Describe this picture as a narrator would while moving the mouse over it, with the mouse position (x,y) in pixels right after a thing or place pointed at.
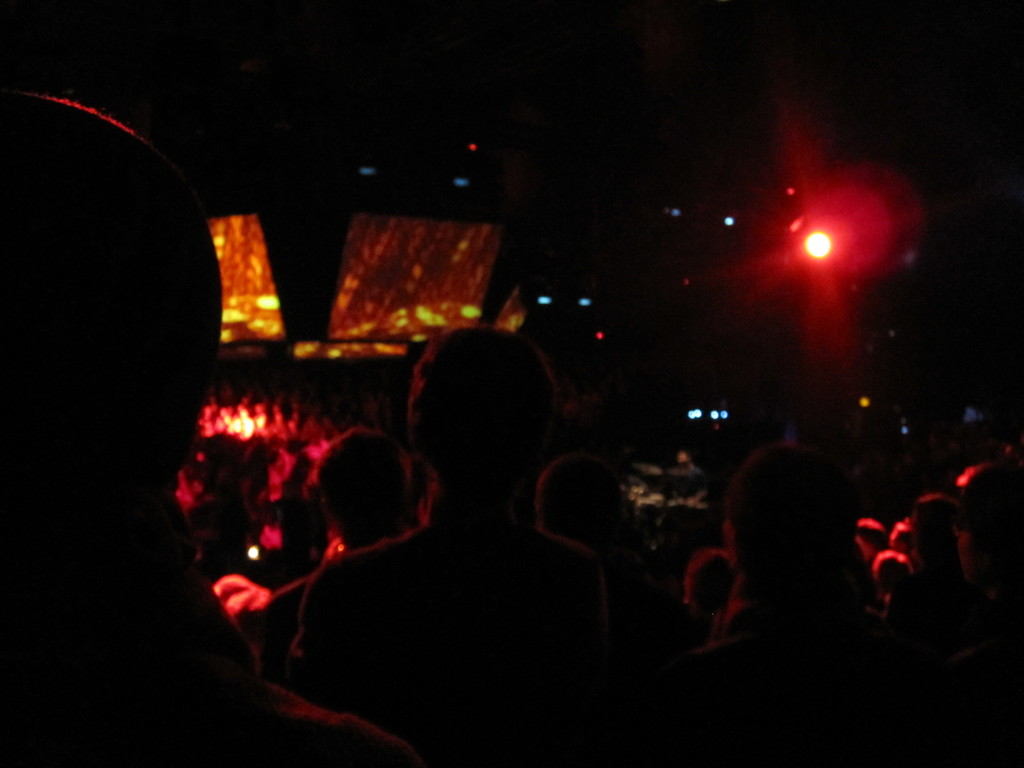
In this picture we can see few people (534,408) and lights (812,250), and also we can see dark background (638,235).
